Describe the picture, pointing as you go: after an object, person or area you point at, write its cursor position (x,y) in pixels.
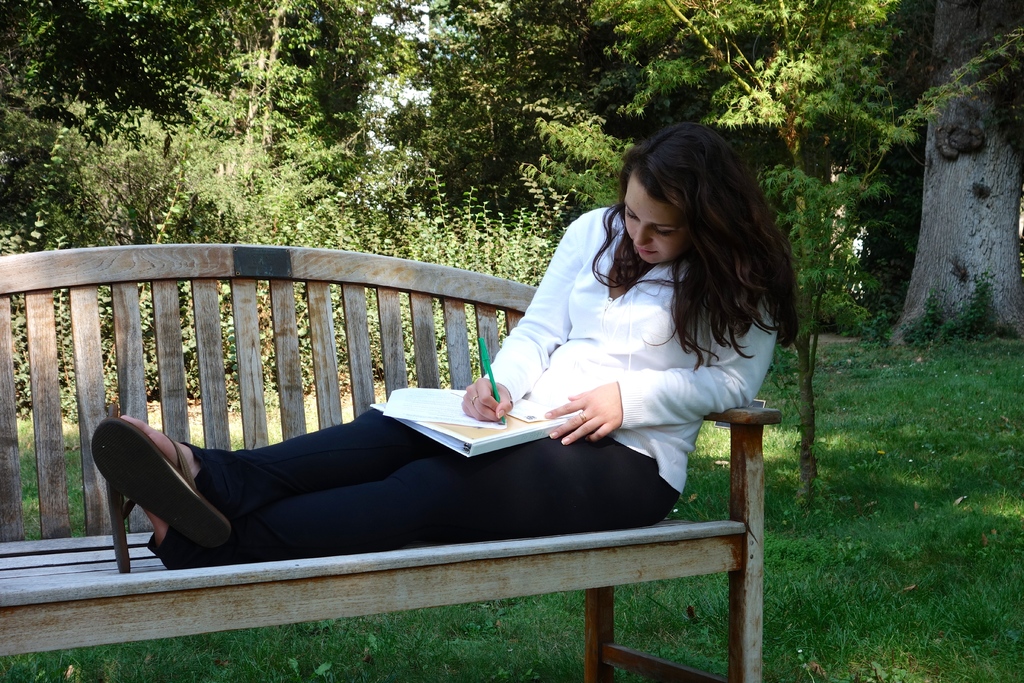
This picture shows a woman (561,433) sitting on the bench (47,468) in the park (984,380), writing something on a paper (440,406). In the background (375,117) there are some trees (383,110) and plants (306,182) here.
